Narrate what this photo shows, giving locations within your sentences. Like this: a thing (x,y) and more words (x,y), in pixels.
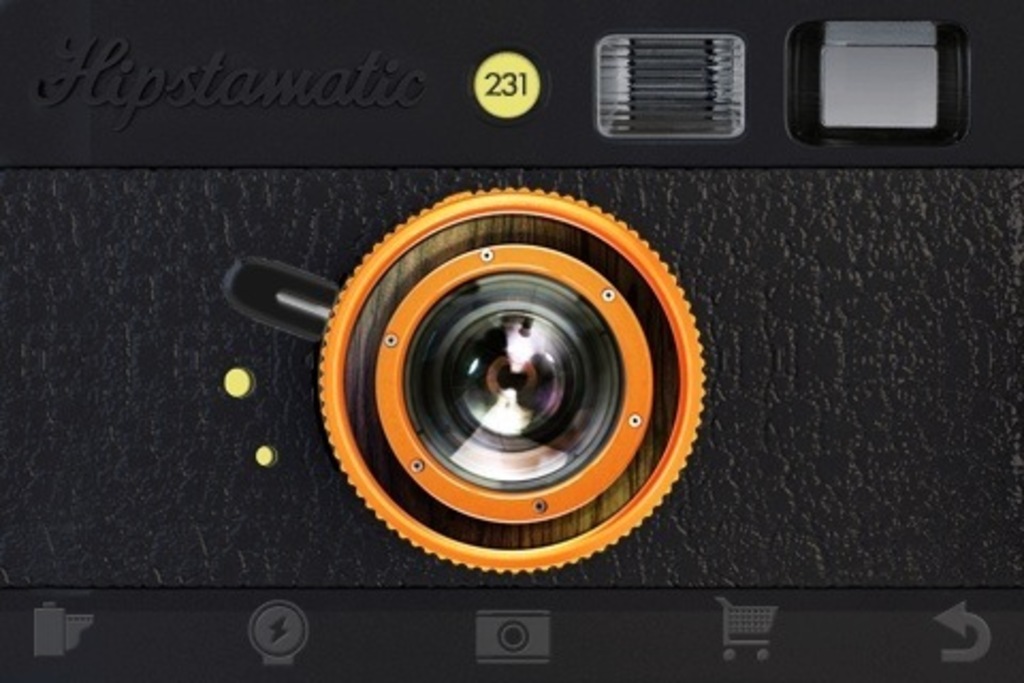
In this image there is a camera (324,387) which is black in colour and there is some text (182,98) written and there are numbers (524,94) written on the camera (423,109).
